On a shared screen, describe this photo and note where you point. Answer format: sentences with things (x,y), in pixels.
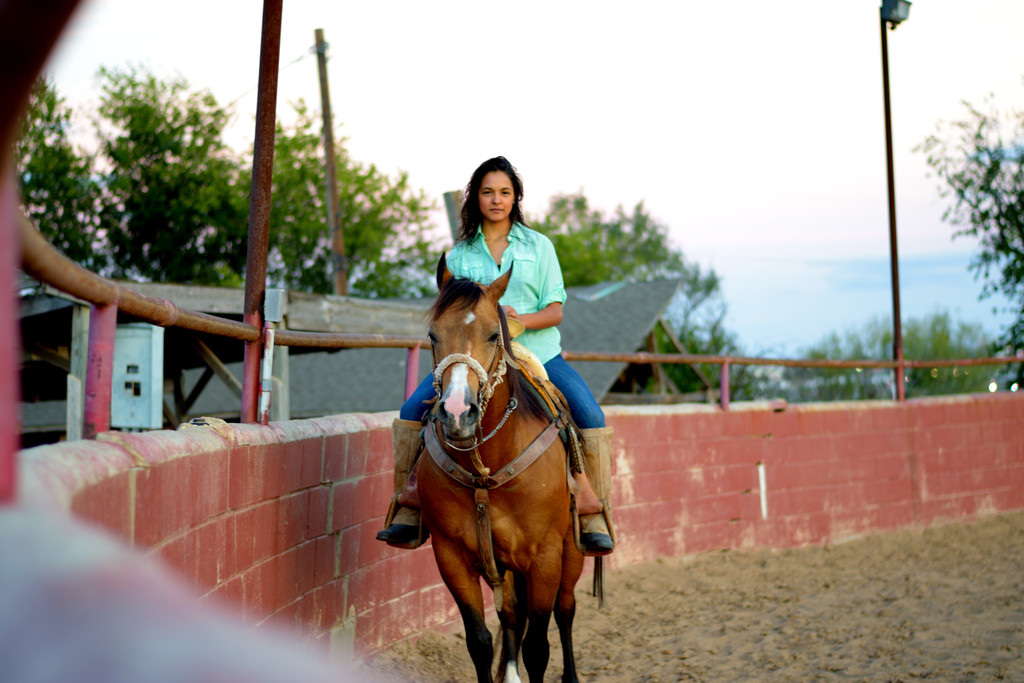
In this image we can see a woman (488,201) riding a horse (551,527) on the ground (825,584), beside the woman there is a wall (231,462) with iron railing (885,364) and a pole (883,29) with light (907,5), a box (134,402) and in the background (364,325) there is a shed (173,354), few trees (362,214), a pole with wires (300,60) and the sky (696,121).
